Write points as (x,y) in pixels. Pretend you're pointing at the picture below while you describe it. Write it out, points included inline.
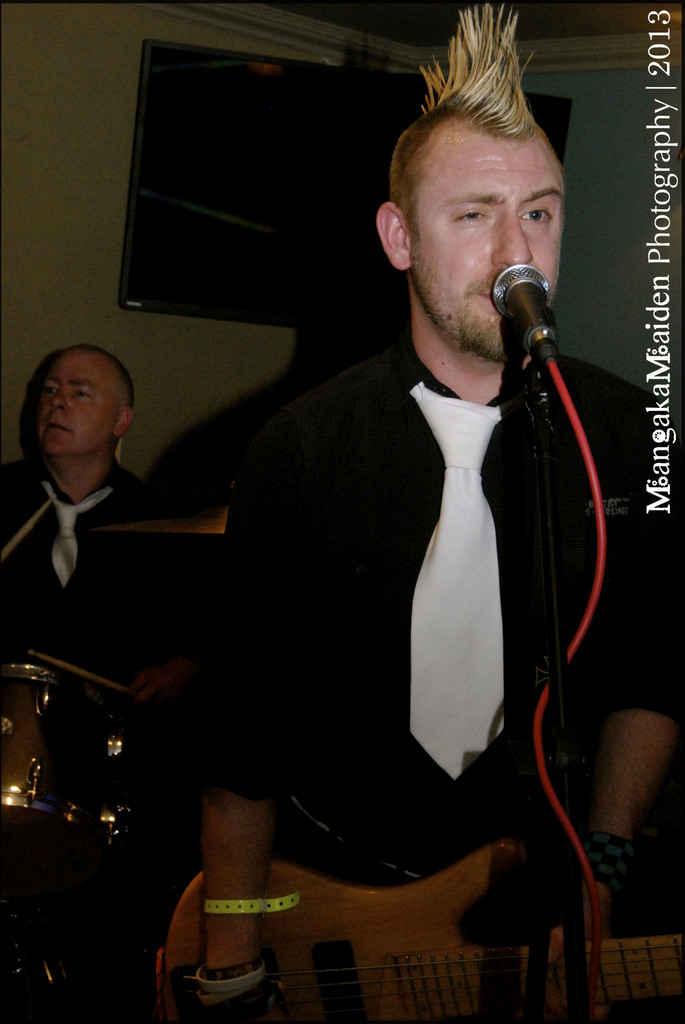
On the background (68,158) we can see a wall (63,188) and a television (340,201). We can see a man (340,577) standing in front of a mike (524,326) and playing guitar (392,967). Behind to this man (373,575) we can see other man (89,504) holding drum sticks (70,667) in his hands (148,686) and playing.
